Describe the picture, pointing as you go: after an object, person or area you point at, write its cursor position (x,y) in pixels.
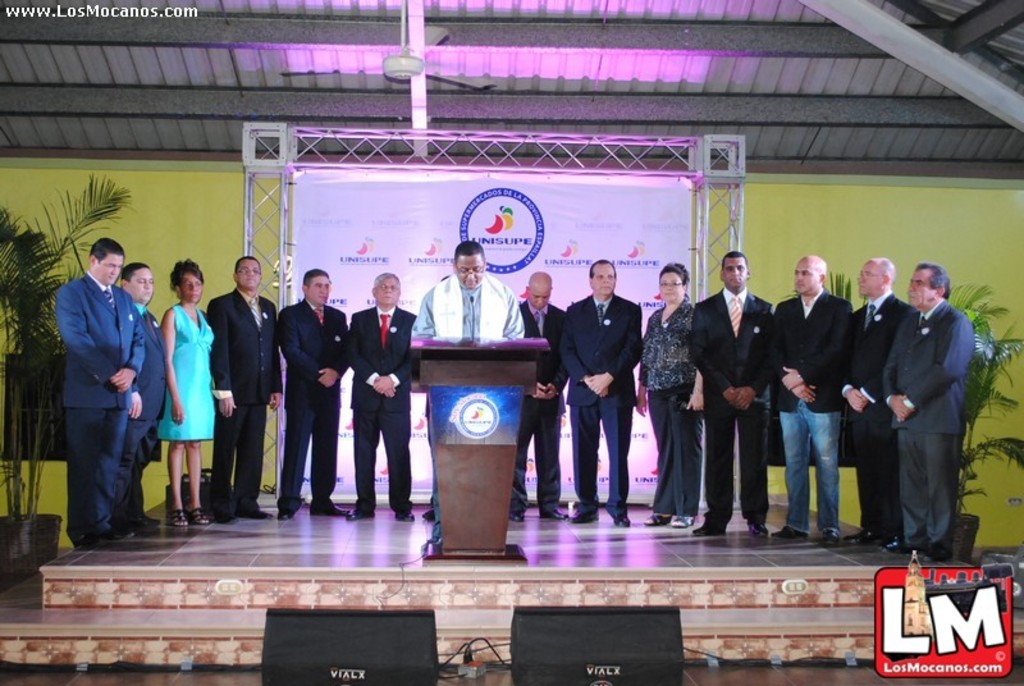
Here in this picture we can see a group of people (772,329) standing over a place (167,551) and in the middle (470,321) we can see a person (463,334) standing and in front him we can see a speech desk (465,343) with microphone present on it and we can see he is speaking something in the microphone (471,307) and behind them we can see a banner (319,201) present and on the either side of it we can see plants (981,405) present and at the top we can see fan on the roof (356,119) and in the front (330,634) we can see speakers (304,633) present.
